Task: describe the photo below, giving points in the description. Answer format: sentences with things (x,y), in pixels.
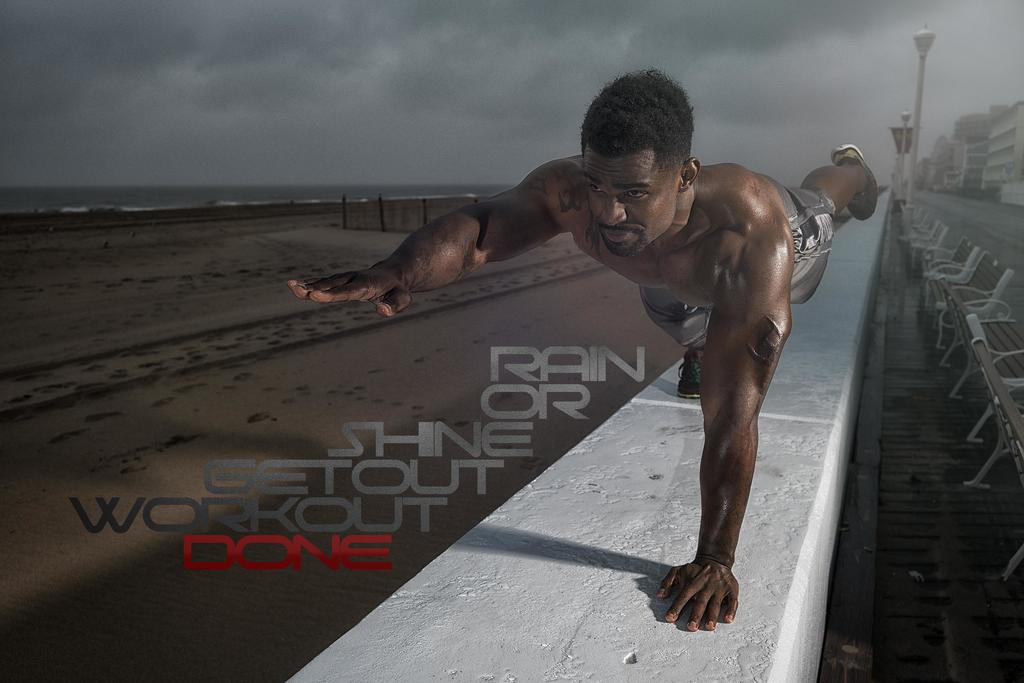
In this picture I can see a man (690,256) on the wall (615,638) and I can see text (522,449) and water (159,209) and I can see few buildings (961,143) and benches (1018,337) on the sidewalk (962,237) and few pole lights (906,154) and I can see a cloudy sky (371,49).
